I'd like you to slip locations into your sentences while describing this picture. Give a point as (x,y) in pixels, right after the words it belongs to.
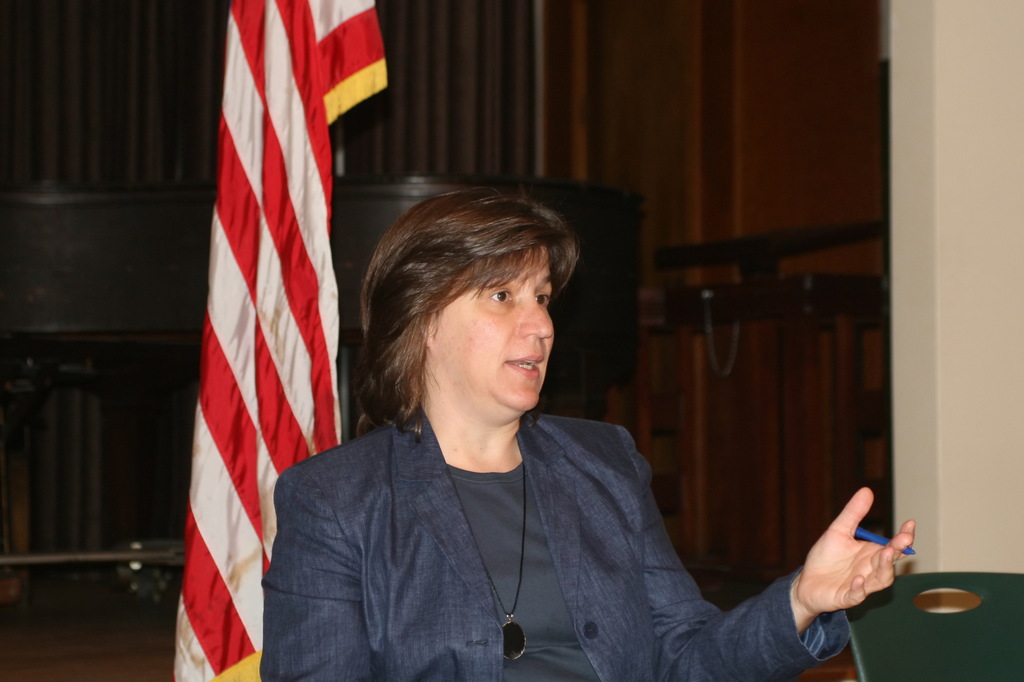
In this picture we can see a person (409,398) holding a pen (908,554) and in the background (998,644) we can see a flag (299,169), wall (986,558) and some objects (825,243).
